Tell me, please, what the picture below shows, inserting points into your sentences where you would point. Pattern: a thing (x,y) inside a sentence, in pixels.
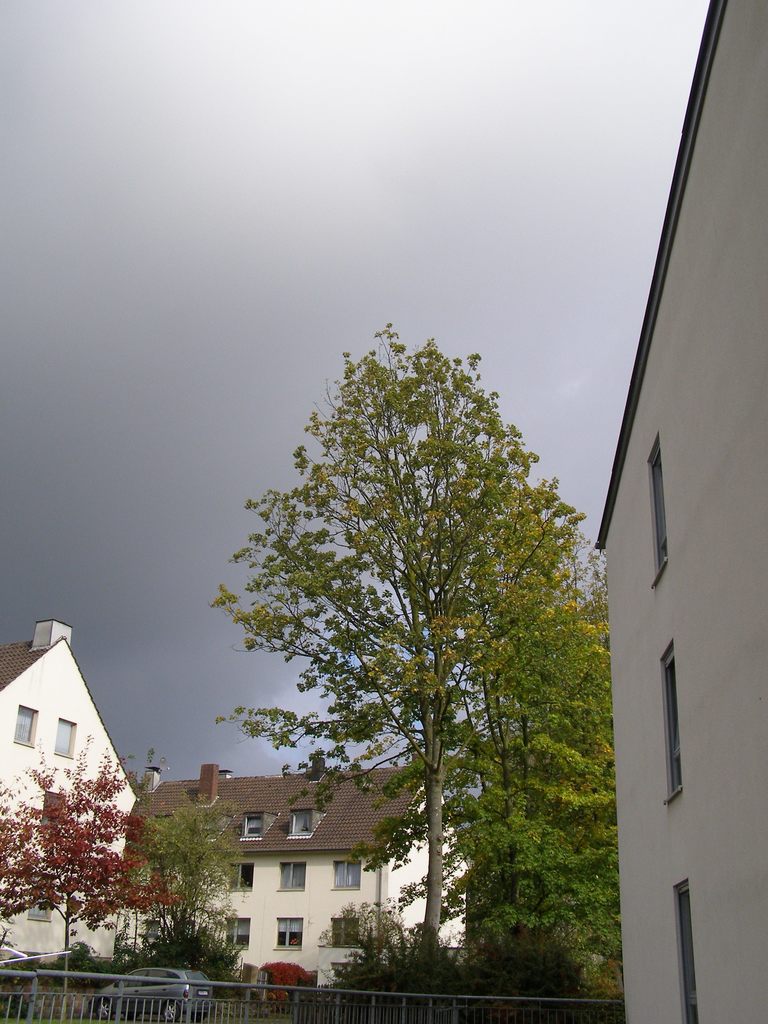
This image is taken outdoors. At the top of the image (238,253) there is a sky (317,256) with clouds (446,212). At the bottom of the image (251,1017) there is a railing (366,1000) and a car (200,1014) is parked on the ground (253,1020). In the middle of the image (437,605) there is a house (241,863) with walls (272,892), windows (303,885), doors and roofs (217,808) and there are a few trees (6,906) and plants (217,843). On the right side of the image (638,733) there is a building (704,699).
